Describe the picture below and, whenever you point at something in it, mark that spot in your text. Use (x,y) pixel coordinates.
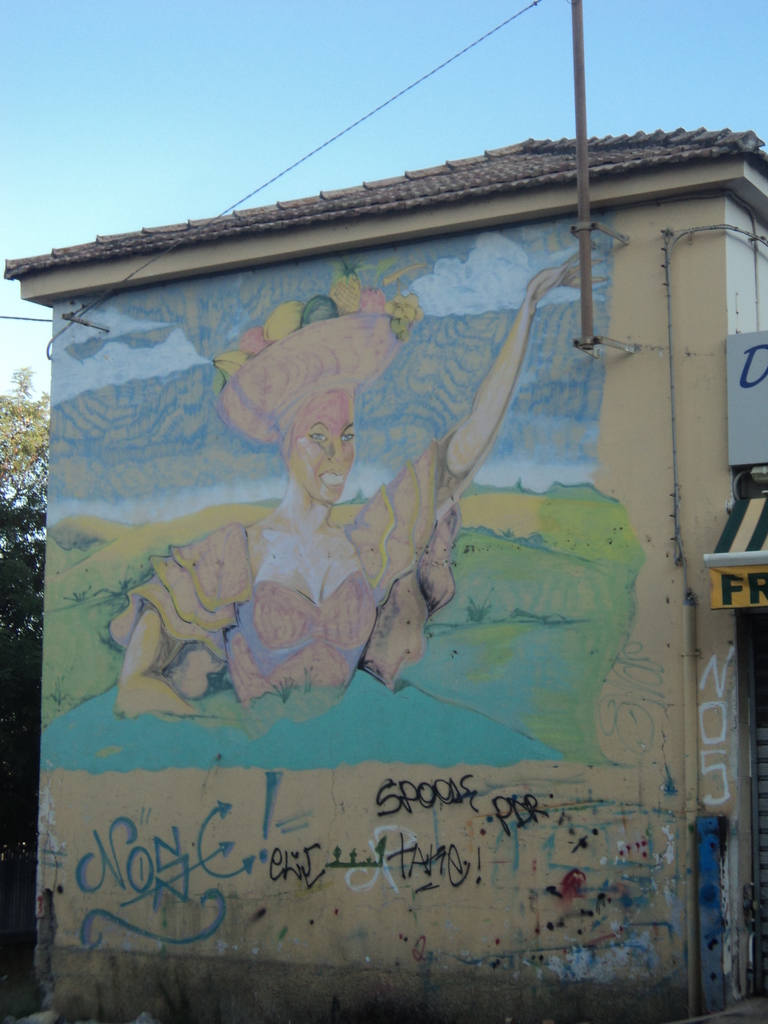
In this image we can see the house (510,242). And we can see some painting (459,495) on the house (402,551). And we can see one pole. And we can see electrical wires (675,401). And we can see texts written on the house (690,784). And we can see trees (26,510). And we can see the sky (27,191). we can see one board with written text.
